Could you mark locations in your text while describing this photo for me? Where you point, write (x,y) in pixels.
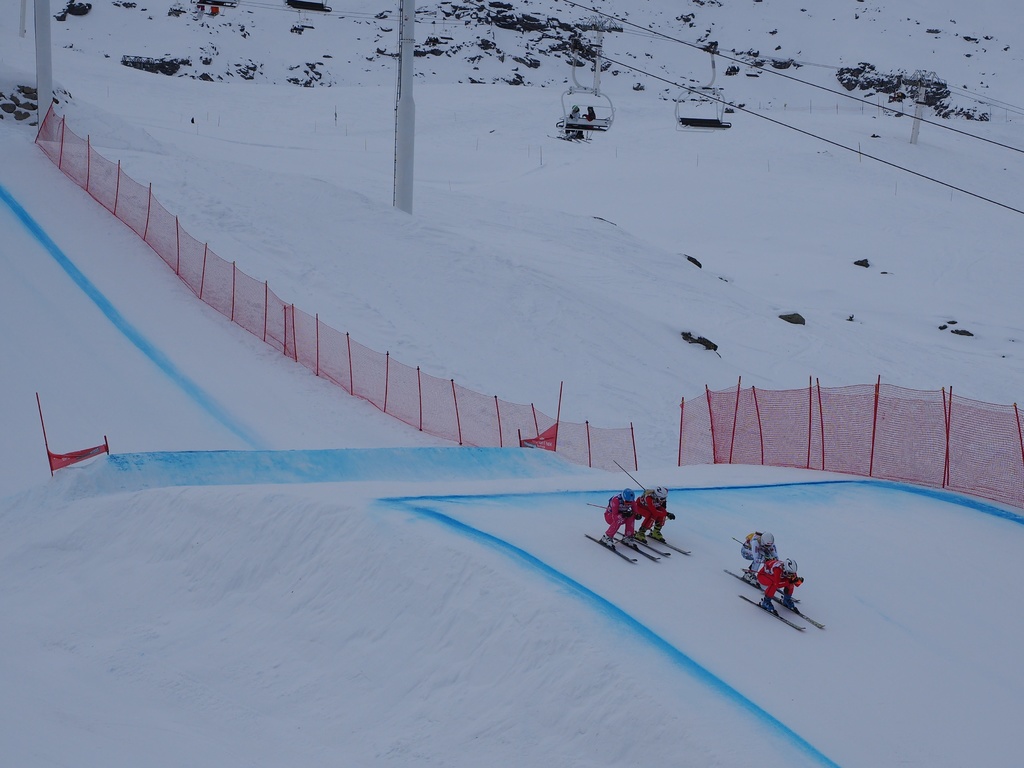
In this picture there are four persons (635,511) who are doing a skiing, beside them i can see blue color lines (429,496) on the snow (1003,513). In the center (343,342) there is a fencing (726,447). In the back (44,60) i can see the poles (600,52) and wires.
